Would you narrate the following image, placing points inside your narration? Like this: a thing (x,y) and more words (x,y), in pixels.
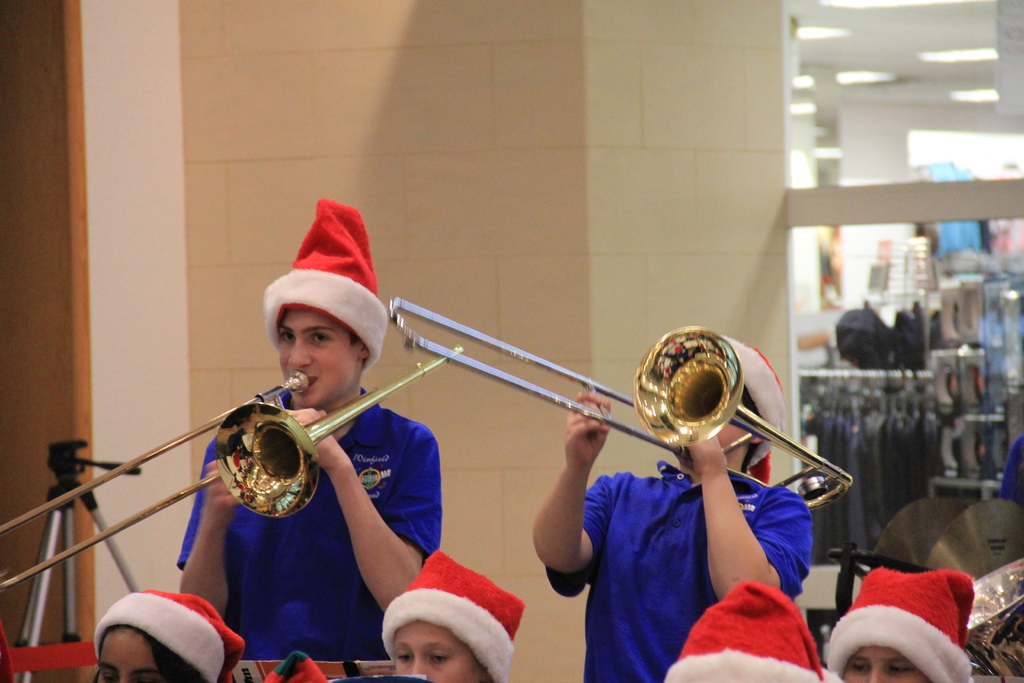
In the image we can see there are children (347,517) wearing clothes (611,623) and Santa cap (462,620). These are the musical instruments (327,421), clothes (818,422), light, wall (396,106) and a stand (85,463).
